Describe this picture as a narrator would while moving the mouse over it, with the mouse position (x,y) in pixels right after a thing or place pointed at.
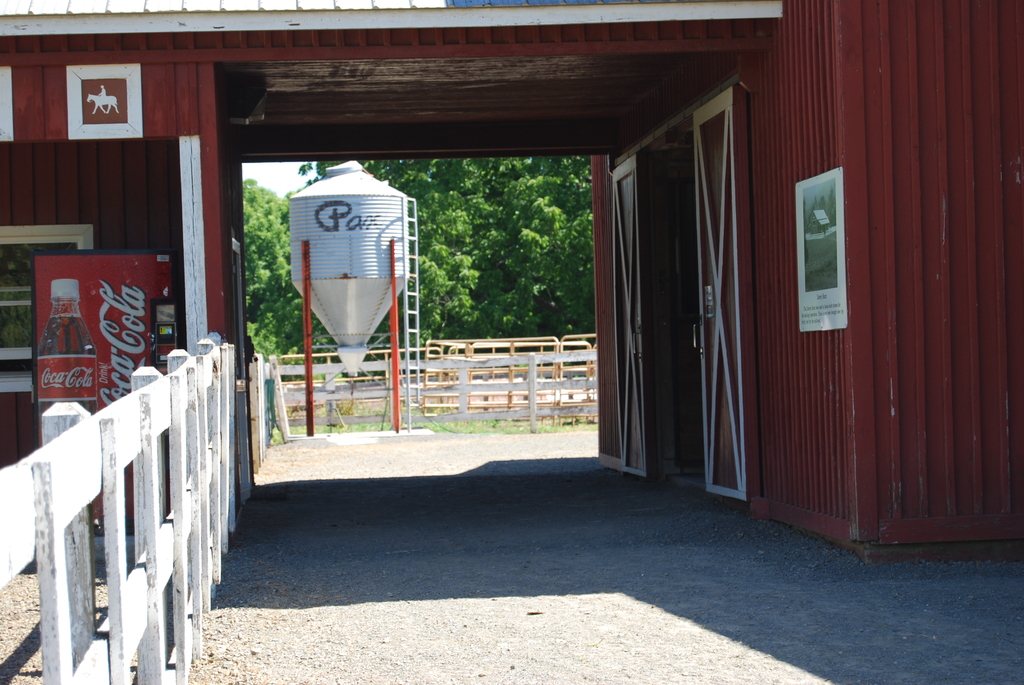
In this image we can see a building (792,334), on the building (237,325), we can see a poster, there is a refrigerator (122,351) and a tank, also we can see the doors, fence (460,355) and trees (465,265).
